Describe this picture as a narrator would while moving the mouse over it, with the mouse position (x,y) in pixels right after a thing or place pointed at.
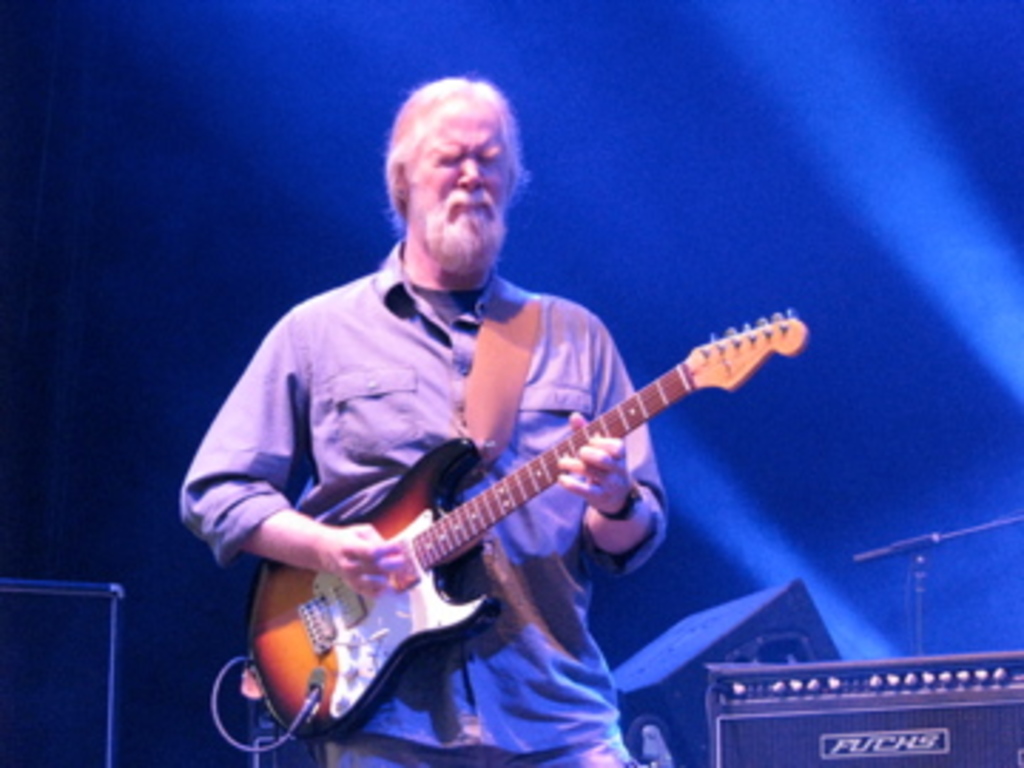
As we can see in the image there is a man (521,701) holding guitar (326,677).
